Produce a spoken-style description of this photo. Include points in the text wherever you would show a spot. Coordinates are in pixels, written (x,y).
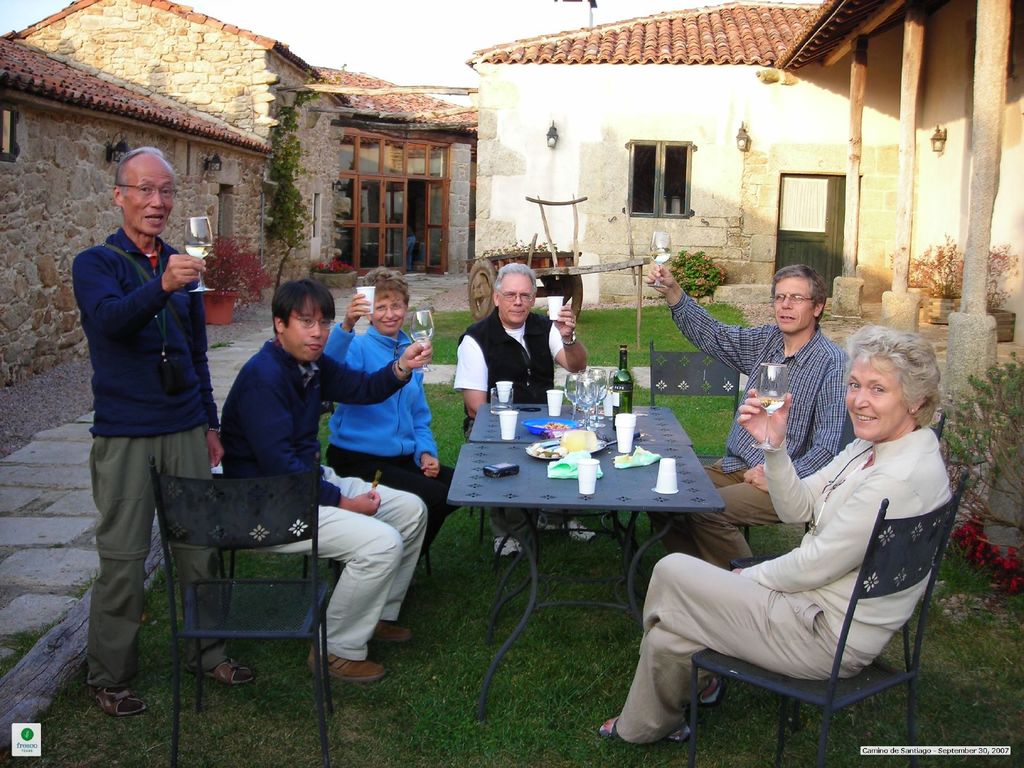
In this picture we can see some persons (747,438) are sitting on the chairs (853,602) in front of them there is a table (602,485) on the table (624,480) we have a glasses cups (588,472) in the persons (803,491) are holding glasses (662,247) filled with liquid (766,408) back side we can see houses (514,157) Windows (680,173) doors (795,222) Down we can see a Grass (432,700).
